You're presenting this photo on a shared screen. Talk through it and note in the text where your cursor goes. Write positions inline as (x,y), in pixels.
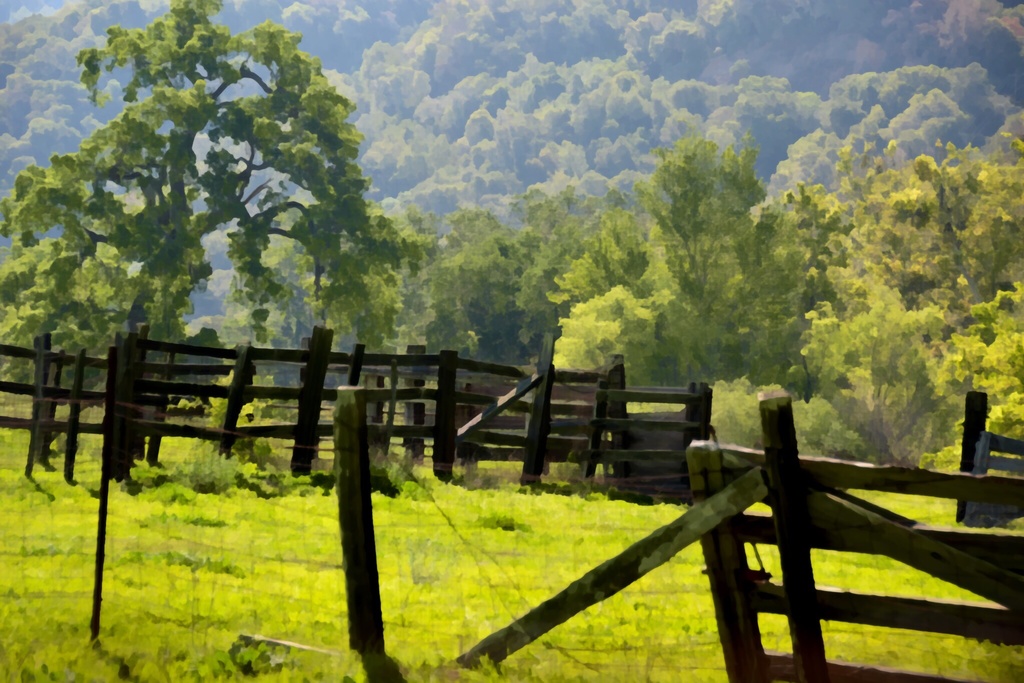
In the center of the image (424,413) we can see a fence (785,473). At the bottom (184,615) there is grass (78,605). In the background (417,198) there are trees (417,198).
